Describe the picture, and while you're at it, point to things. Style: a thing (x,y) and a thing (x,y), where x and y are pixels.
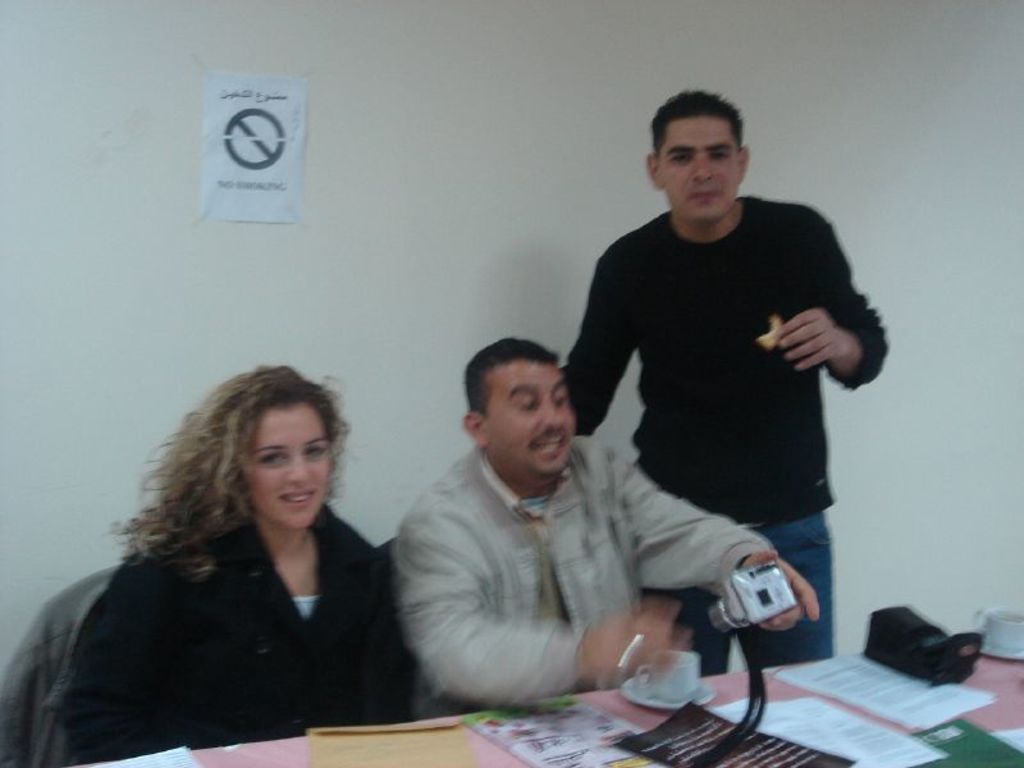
In this image I can see two men (491,407) and a woman (107,638), I can also see two of them are sitting and one is standing and also he is holding some food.
